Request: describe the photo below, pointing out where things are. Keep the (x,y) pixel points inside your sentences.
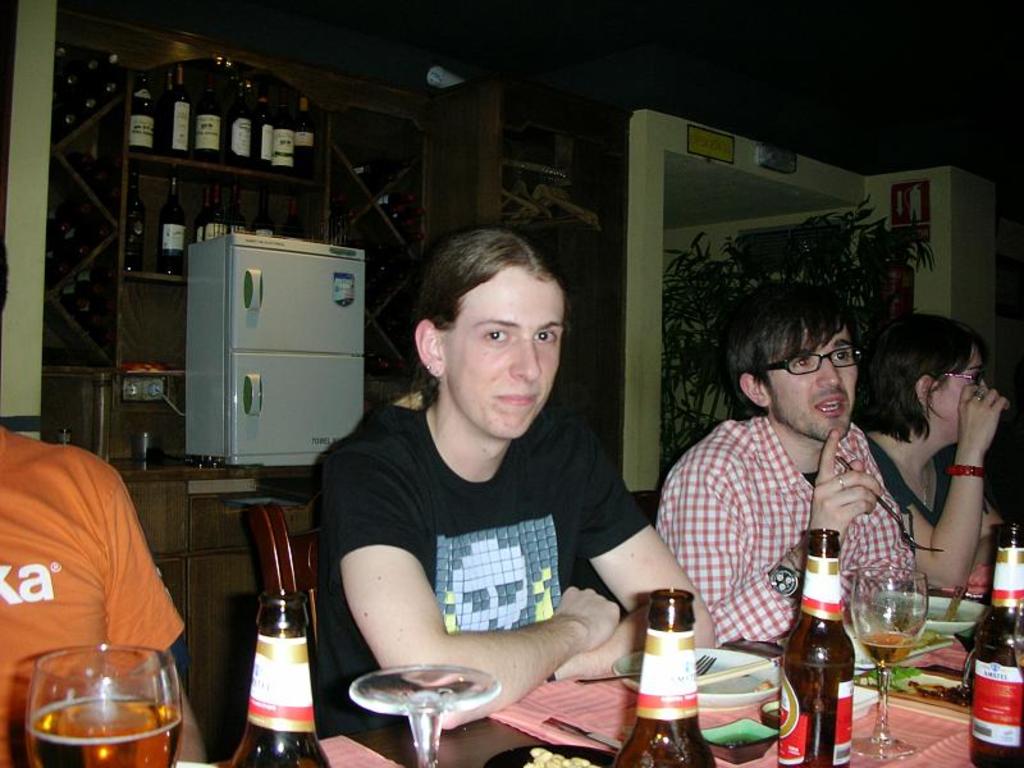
In the image there are four persons (706,471) who are sitting and on the right side (949,428) there is one woman (925,423) who is sitting beside that woman (910,437) one man (794,442) is sitting and talking beside that man (749,487) another two persons (438,523) are sitting in front of them there is one table (645,691) and on the table (937,612) there are some plates (732,658) and glasses (883,648) and spoons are there on the table (860,640) and some handkerchiefs (551,711) on the right side (951,208) there is one wall (962,246) and one plant (750,267) on the left side (99,138) there is one cupboard (120,305) in that cupboard (197,210) there are some bottles (136,138) and one refrigerator (265,298).
